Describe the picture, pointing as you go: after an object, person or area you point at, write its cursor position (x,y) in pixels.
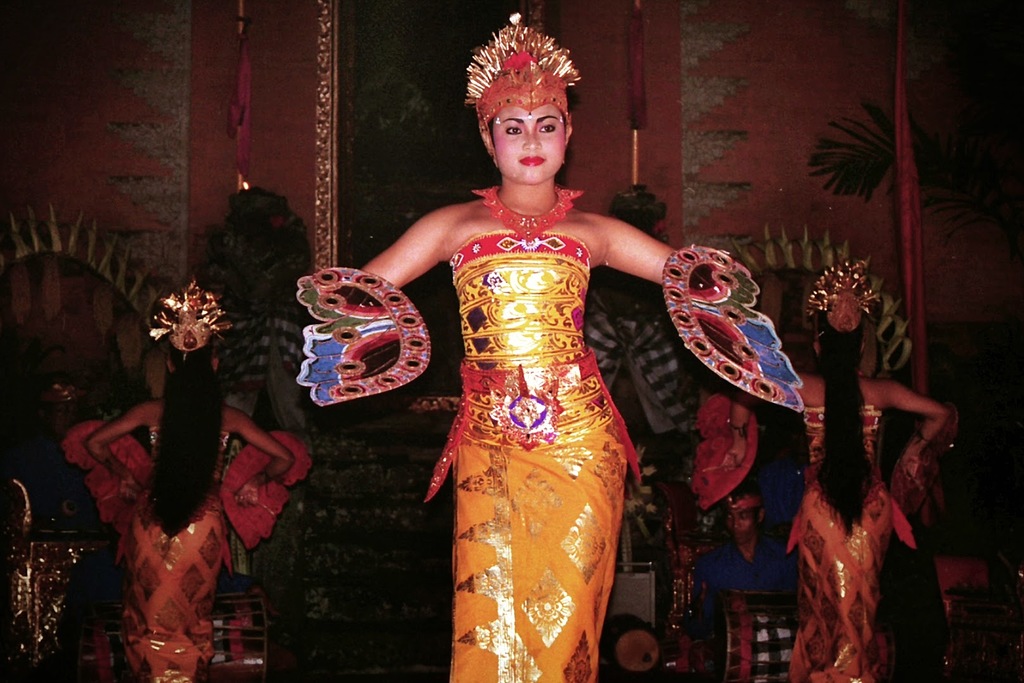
In this image we can see ladies (475,446) with costumes (141,509). In the back (728,571) there is a person (705,585) playing musical instrument (734,616). Also there is a wall (780,171). And there are decorations (54,260).
